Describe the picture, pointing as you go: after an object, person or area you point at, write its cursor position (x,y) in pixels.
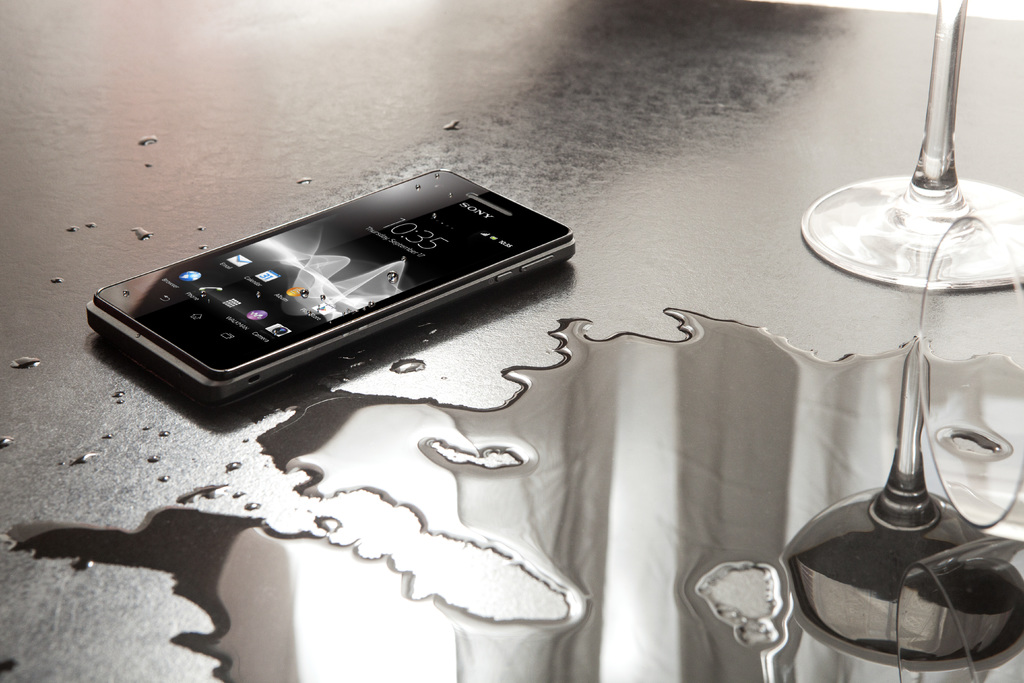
In this image I can see the mobile (449,256), water (785,513) and the glass object (892,234) and these are on the black color surface (905,134).
